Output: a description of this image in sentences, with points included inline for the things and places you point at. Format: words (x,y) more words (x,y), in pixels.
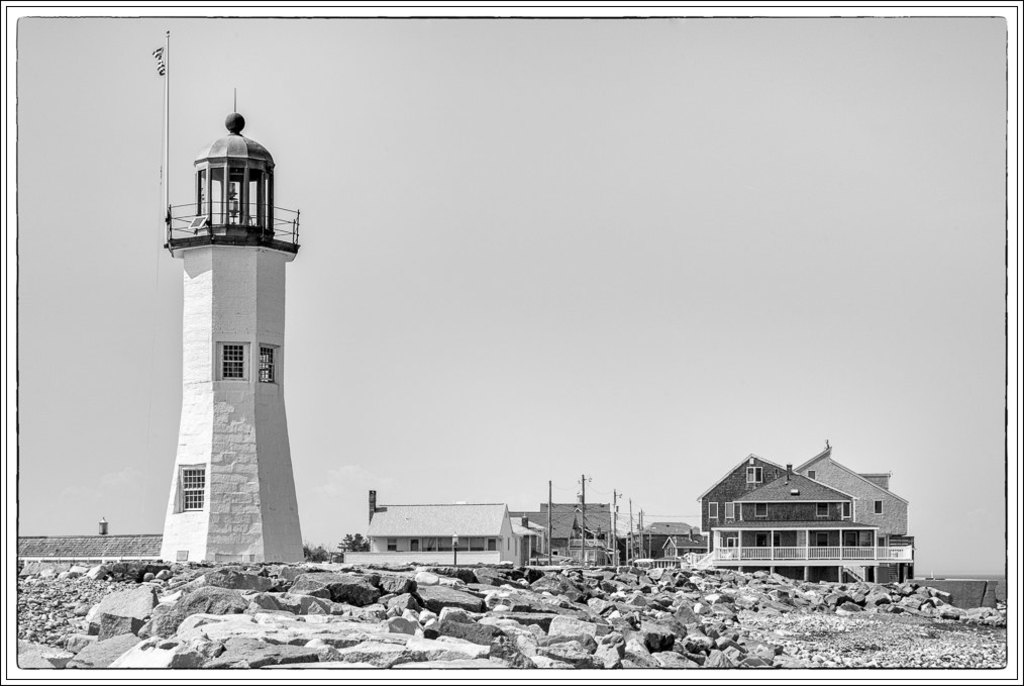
This is a black and white image. In this image there is a lighthouse (207,383) with railings (228,221), pillars (244,198) and windows (225,378). On the ground (282,605) there are stones (453,599). In the back (491,534) there are buildings (600,520), electric poles (585,510) and sky (567,345).
